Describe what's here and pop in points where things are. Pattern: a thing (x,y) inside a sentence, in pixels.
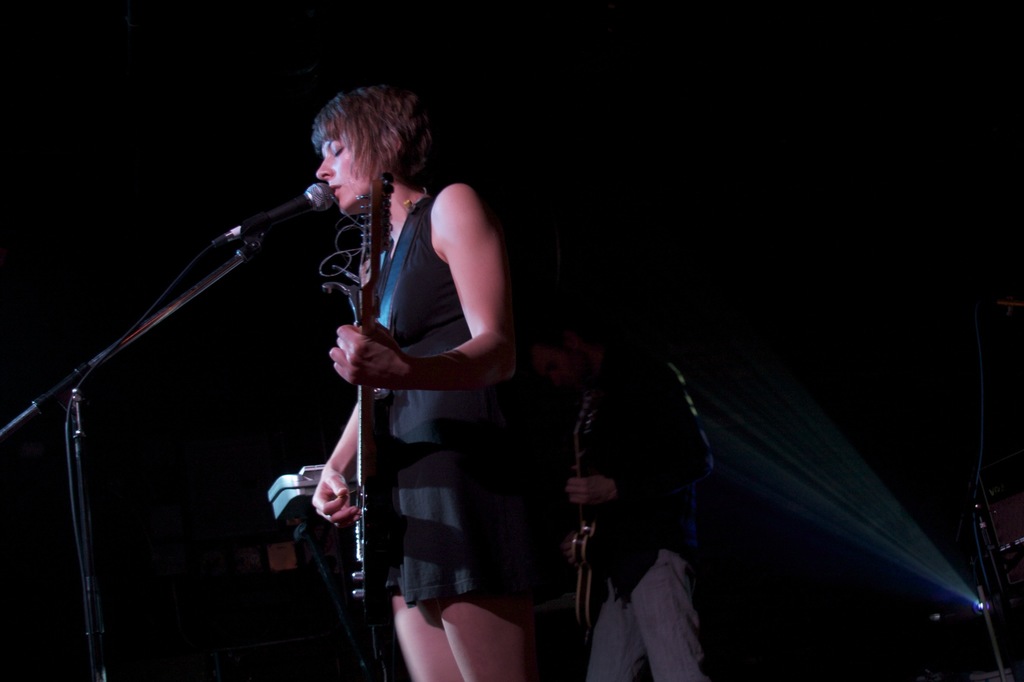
In this picture there are people (481,525) standing. The woman (468,513) in the center (431,430) is playing guitar (362,431) and in front of her there is a microphone (264,220) and its stand (73,388). Behind her there is a man (648,447) standing and playing guitar (586,544). The background (101,188) is dark.
